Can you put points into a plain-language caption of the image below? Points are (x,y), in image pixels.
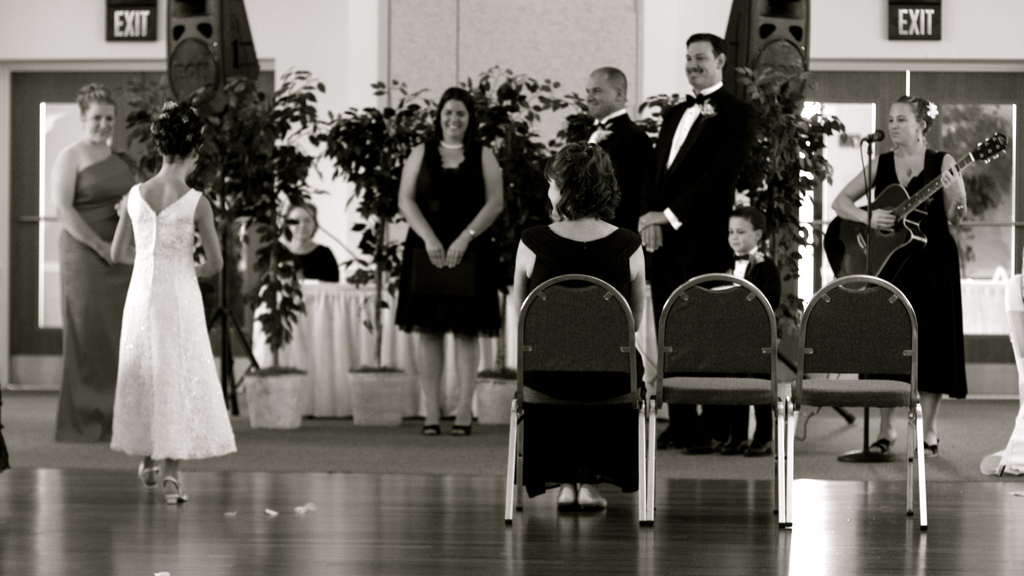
In this image I can see people (608,118) where two women (642,266) are sitting and rest everyone are standing. I can see a woman (940,267) is holding a guitar (978,148), I can also see a mic (870,140) in front of her. In the background (310,117) I can see few plants (237,192) and speakers (789,38).
